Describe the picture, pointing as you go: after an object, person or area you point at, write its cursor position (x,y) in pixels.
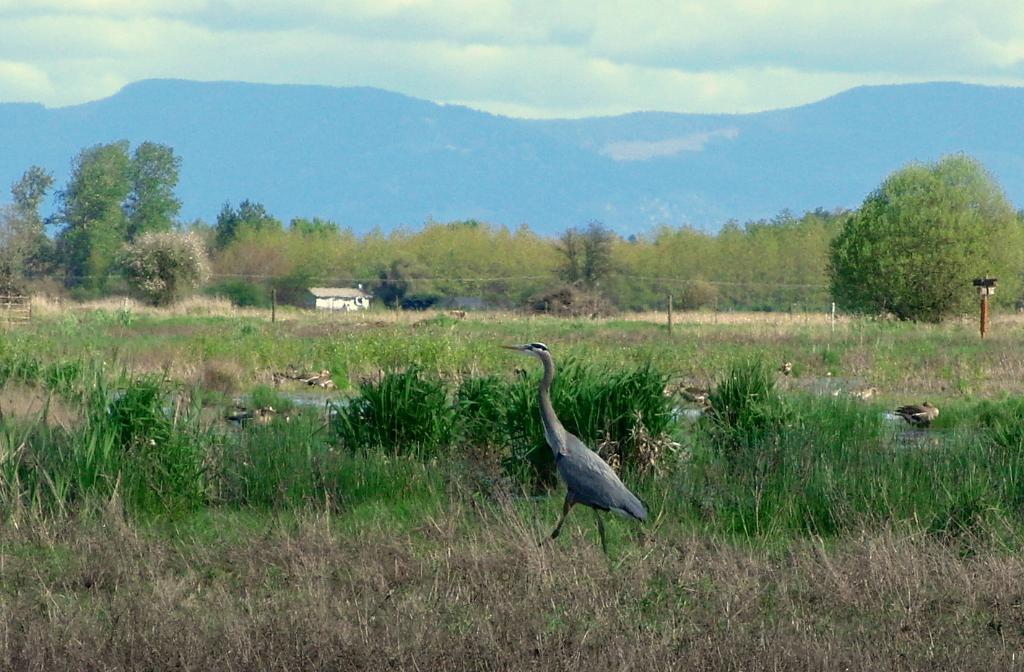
In this picture there is great blue heron (544,348) in the center of the image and there are other ducks (926,420) in the image, there is greenery (250,351) around the area of the image and there is a house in the background (332,292) area of the image.
